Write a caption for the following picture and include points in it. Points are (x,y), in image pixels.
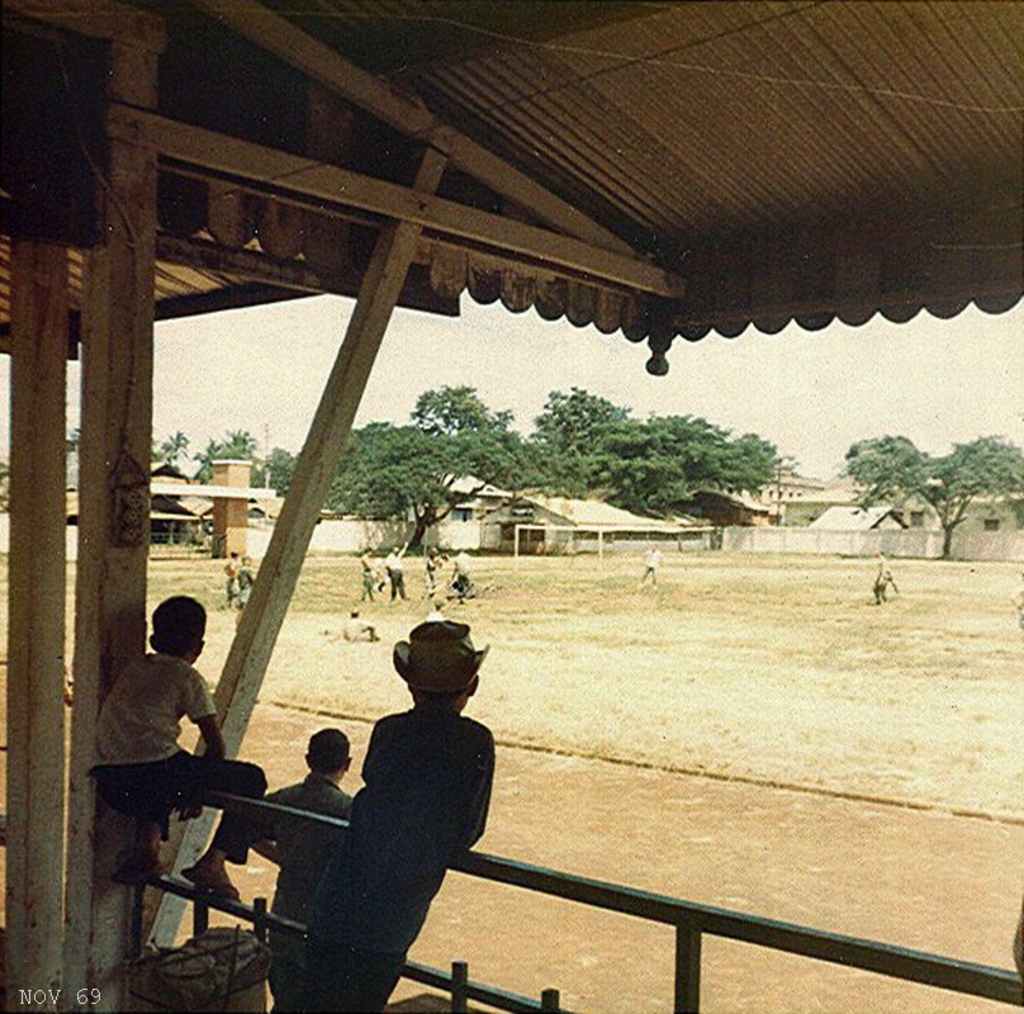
In this image we can see persons (256,828) standing on the railing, persons (281,858) standing on the ground (730,619), trees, shed (609,519), walls (563,548) and sky (412,363).
